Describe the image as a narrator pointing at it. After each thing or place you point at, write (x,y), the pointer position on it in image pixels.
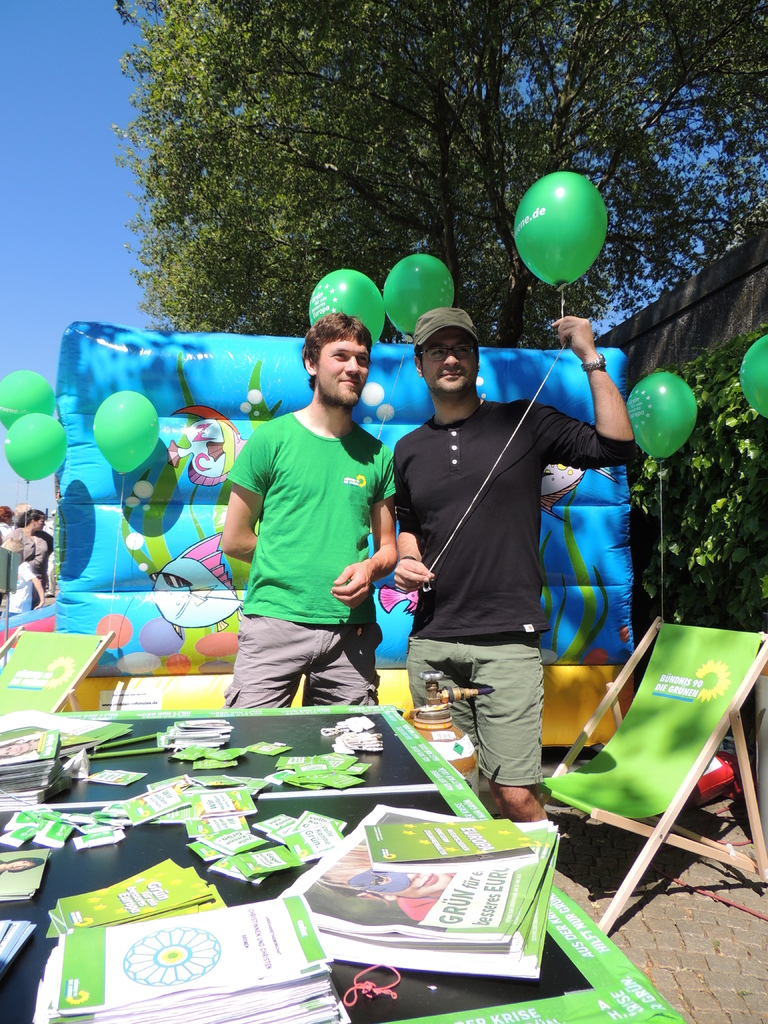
In this picture we see two man (363,328) standing and holding balloons (568,276) with the string (562,304) and we see a tree (728,160) at the back of them and we see a table (139,714) on table (435,782) we see papers (152,914) and a chair (662,641).
